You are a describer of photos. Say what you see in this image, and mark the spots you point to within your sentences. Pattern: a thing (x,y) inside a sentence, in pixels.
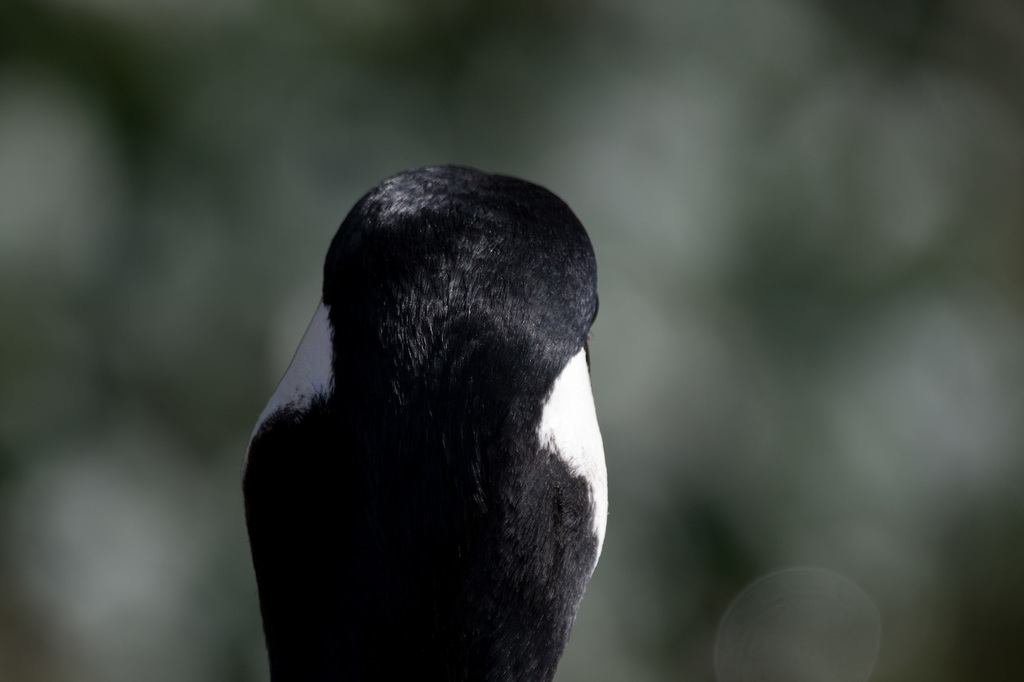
In the image we can see there is a back pose of an animal (454,420). Background of the image (867,332) is blurred.
